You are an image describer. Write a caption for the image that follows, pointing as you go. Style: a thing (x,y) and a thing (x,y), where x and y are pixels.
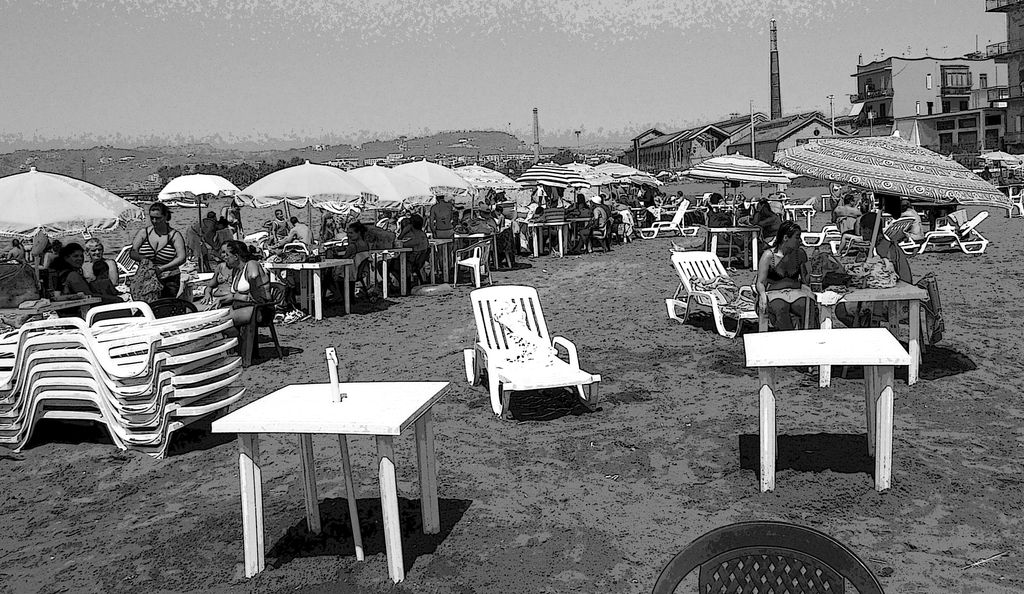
In this image on the left (166,230), there is a woman (167,278), she is standing and there are many people (226,288), tables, umbrellas (586,176), trees (199,166) and land (130,491). In the middle (397,391) there is a table (413,402) and chair (542,357). On the right (835,197) there are some people (850,210), umbrellas (792,159), tables (821,342), chairs (793,213), clothes (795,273), buildings (803,129) and sky (675,129).
